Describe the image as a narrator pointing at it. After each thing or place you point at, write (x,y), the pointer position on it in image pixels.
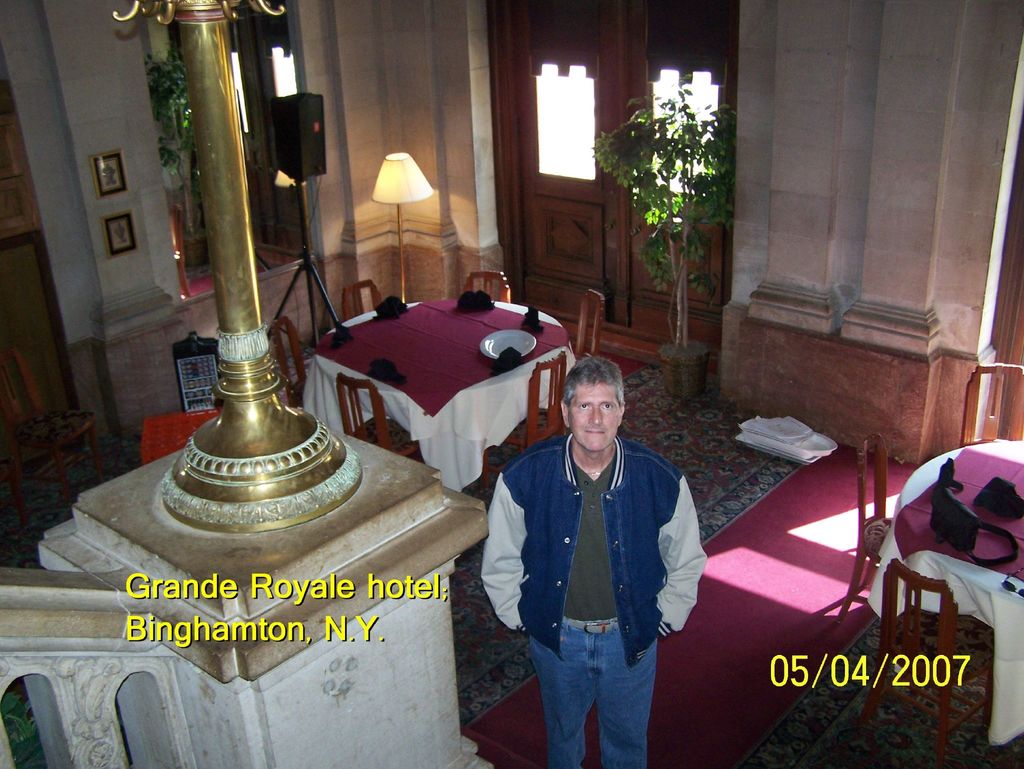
In this image i can see a man (590,484) standing at left (229,409) i can see a pole (267,383) at the back ground (489,338) i can see a dining table (429,349), plate (505,338) a cloth (505,362) on the table (472,378), a small plant (641,144), lamp (407,159), a door (513,90) and a wall (413,79).
